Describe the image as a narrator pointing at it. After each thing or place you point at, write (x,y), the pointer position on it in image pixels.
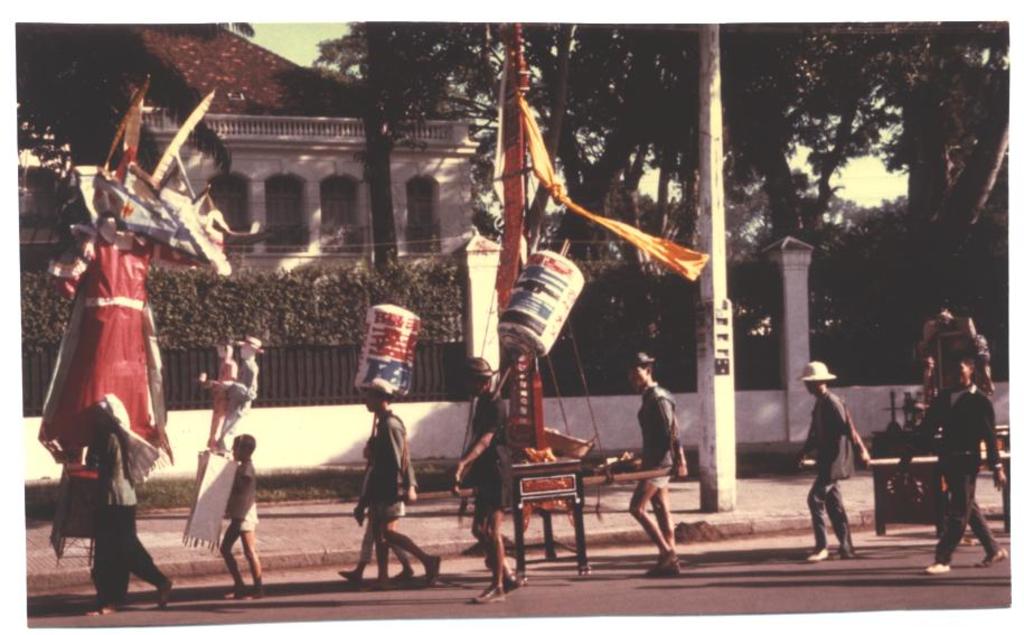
In this image I can see group of people (242,463) walking on the road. Background (319,177) I can see few poles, building (434,170) in white color, trees (385,180) in green color and sky (299,45) is in white color.
